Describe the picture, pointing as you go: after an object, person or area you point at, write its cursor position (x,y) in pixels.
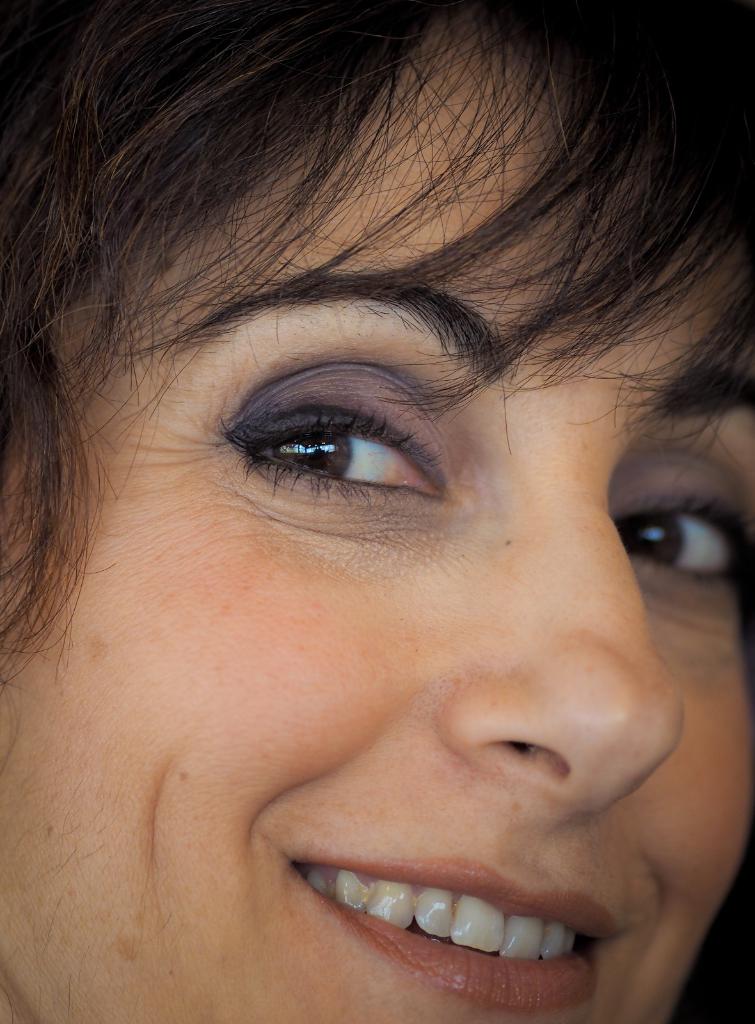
In this image in the foreground (422,714) there is one woman (326,642) who is smiling.
